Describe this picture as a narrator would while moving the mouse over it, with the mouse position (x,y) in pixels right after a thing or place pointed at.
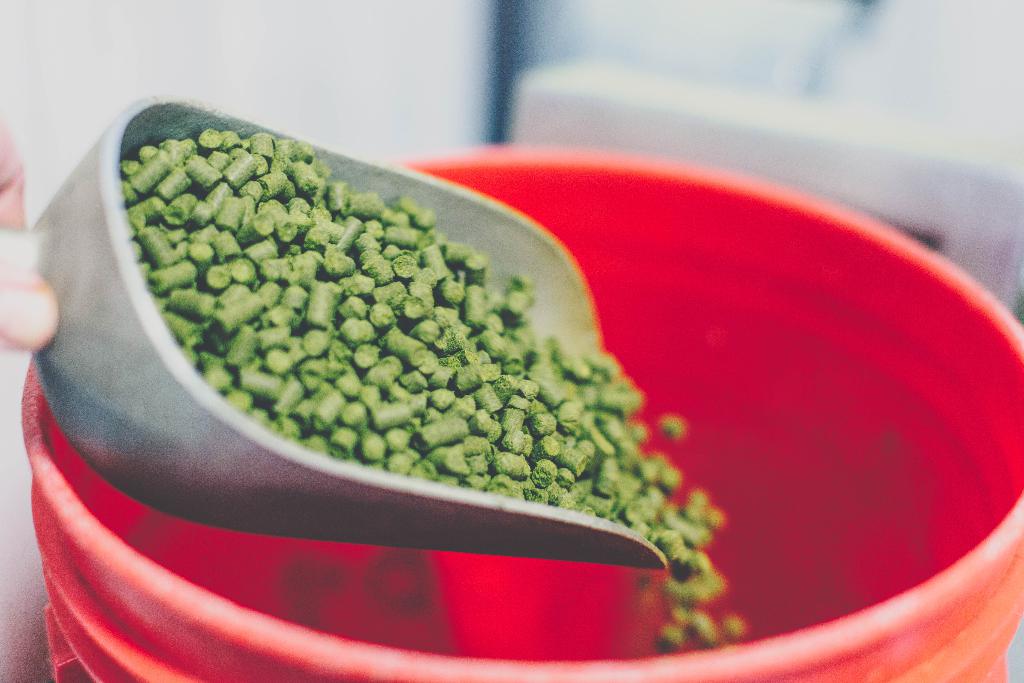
In this image we can see a person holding the granules (262,249) and pouring them into the container (612,571).
